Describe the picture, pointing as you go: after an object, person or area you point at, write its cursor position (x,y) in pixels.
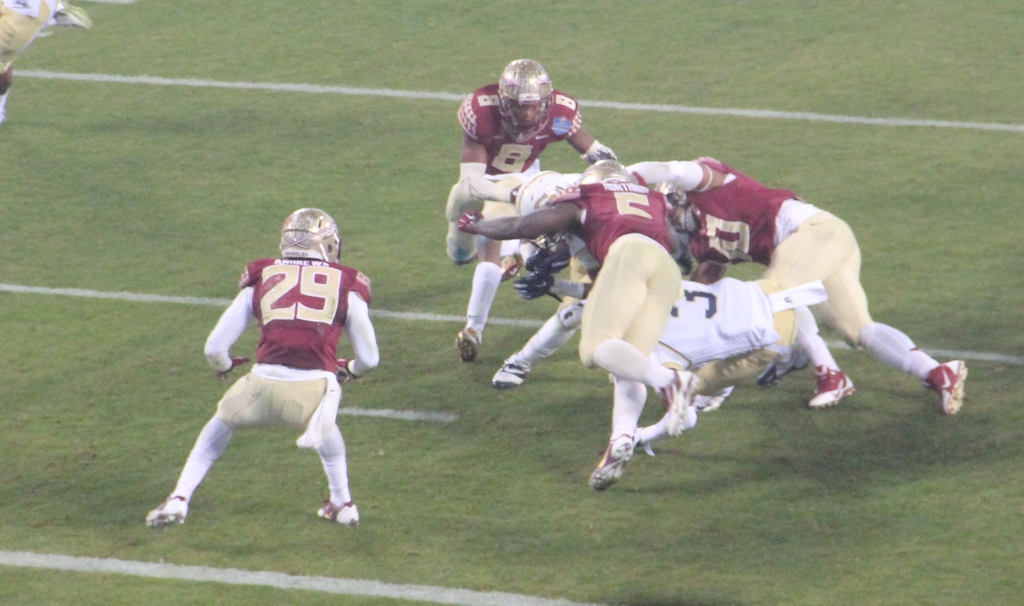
In this image we can see a group of people (703,246) wearing dress (621,249) and helmets (574,182) are standing on the ground (657,469).
